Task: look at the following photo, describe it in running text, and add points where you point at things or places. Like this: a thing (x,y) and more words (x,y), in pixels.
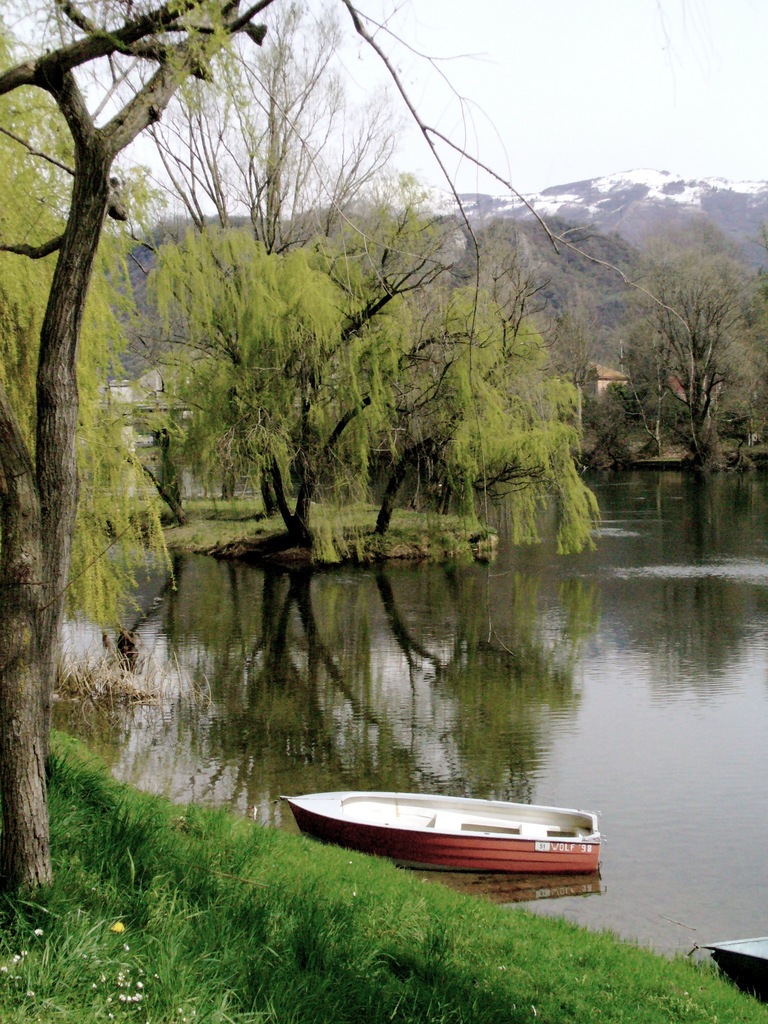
In the foreground of the picture (244,708) there is a water body (481,715), in the water (310,677) there are boats (485,835). On the left (93,1009) there are grass (174,928), plant (113,1016) and trees (52,527). In the center of the picture (321,402) there are trees (225,376) and buildings (598,376). In the background (528,216) there are mountains (556,194). Sky (654,79) is cloudy.
